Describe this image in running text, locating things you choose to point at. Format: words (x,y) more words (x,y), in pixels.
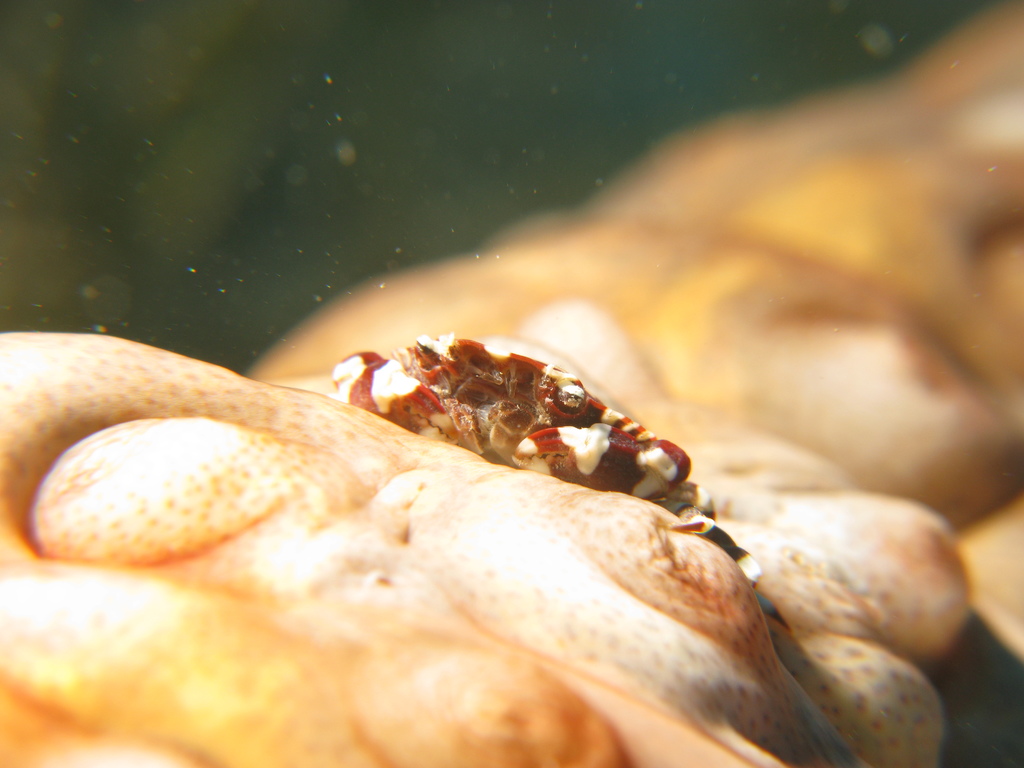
In this picture I can see a red color thing (469,383) which looks like a crab (524,397) and I can see the cream color thing (279,680) in front (25,418) and these things (592,248) are in the water (620,162).
